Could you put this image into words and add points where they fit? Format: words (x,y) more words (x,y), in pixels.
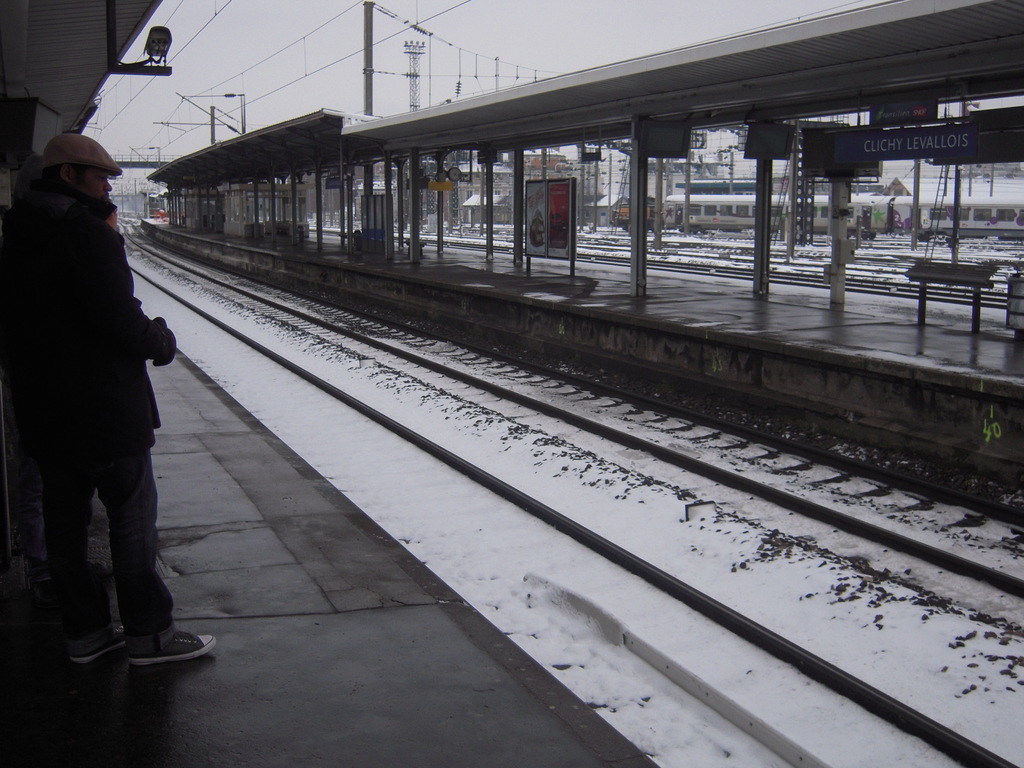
On the left side (246,645) there is a platform (255,644). On that a person (77,361) is standing wearing a cap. Near to that there is a railway track (438,387) with snow (370,370). On the right side (706,312) there is a platform (479,255) with poles (766,172) and some boards (436,191). In the background (680,228) there is a train (669,223), electric poles (370,63), wires (460,60).
